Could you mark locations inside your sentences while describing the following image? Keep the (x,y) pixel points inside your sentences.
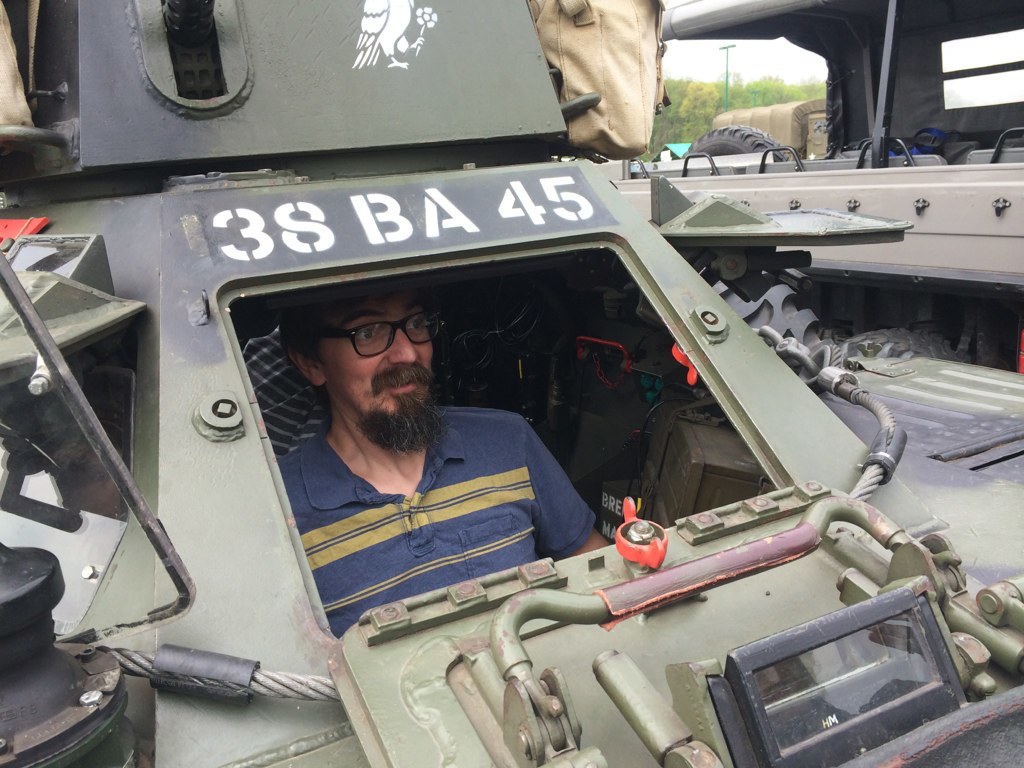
In this image, we can see a person (404,500) in the vehicle (825,425). Here we can see rods (579,596), bag (606,61), some text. Top of the image (703,97), we can see trees (683,97), poles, tyre (715,150) and sky (685,50). Here there is a another vehicle (940,235).
